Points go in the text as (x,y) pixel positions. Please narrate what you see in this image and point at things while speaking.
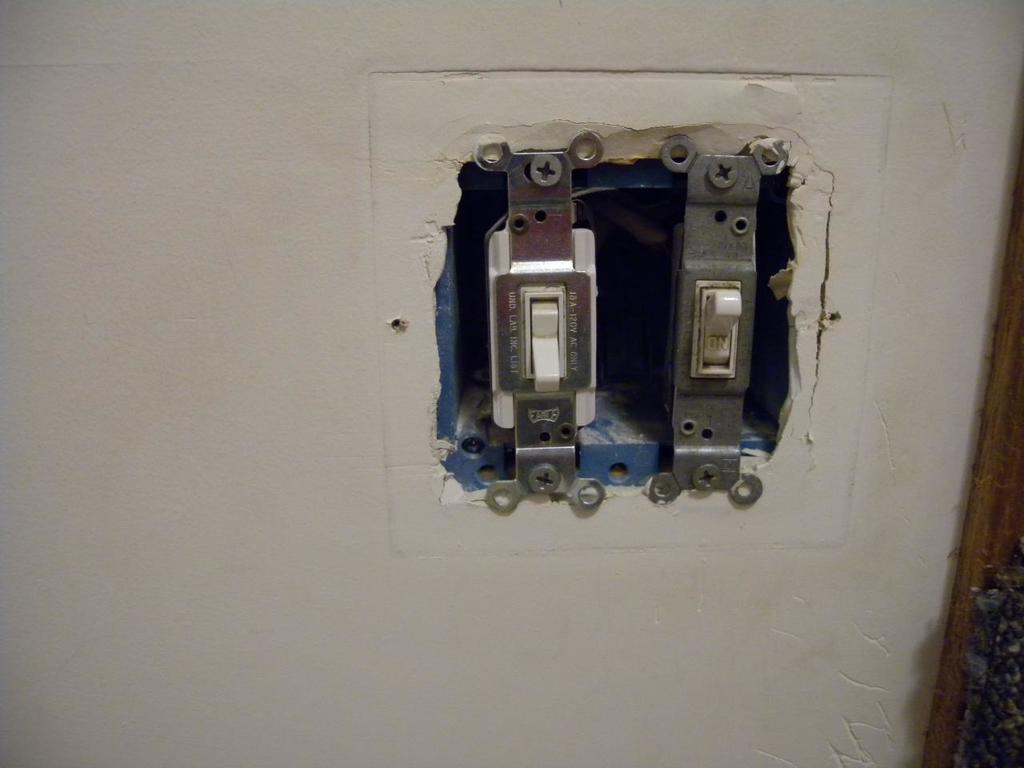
In this image I can see there are two electrical switches (529,270) attached to the wall (412,594).
